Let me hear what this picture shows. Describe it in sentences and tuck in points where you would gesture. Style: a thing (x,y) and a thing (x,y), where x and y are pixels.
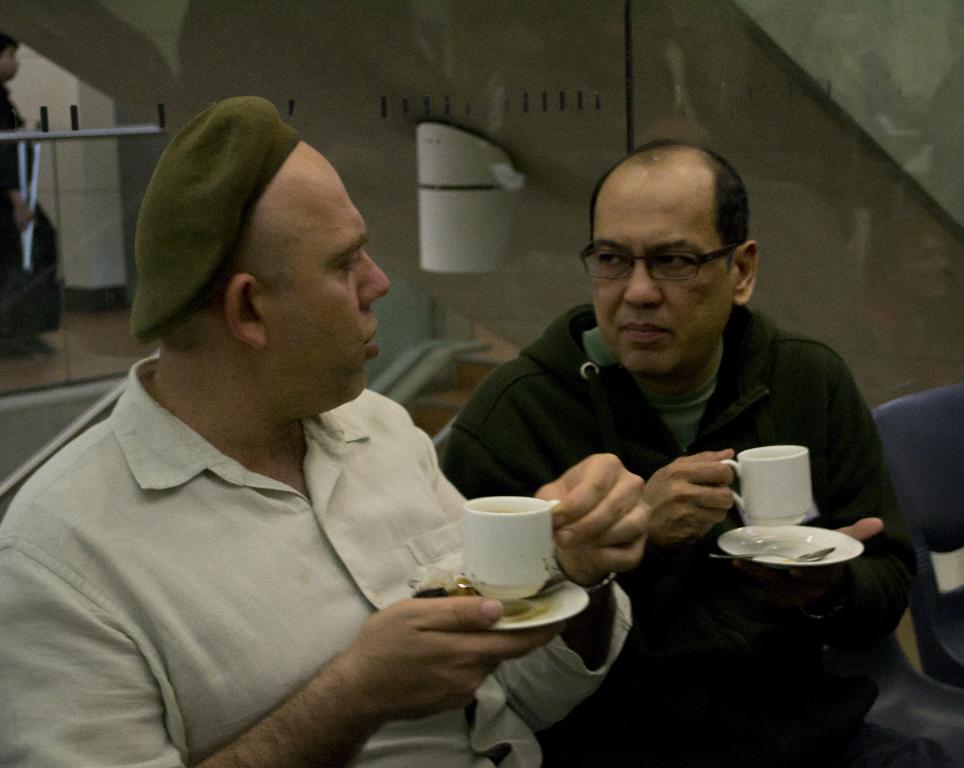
Two persons (503,404) are sitting on the chair (905,458) holding cup (530,583) and saucer (574,614).
